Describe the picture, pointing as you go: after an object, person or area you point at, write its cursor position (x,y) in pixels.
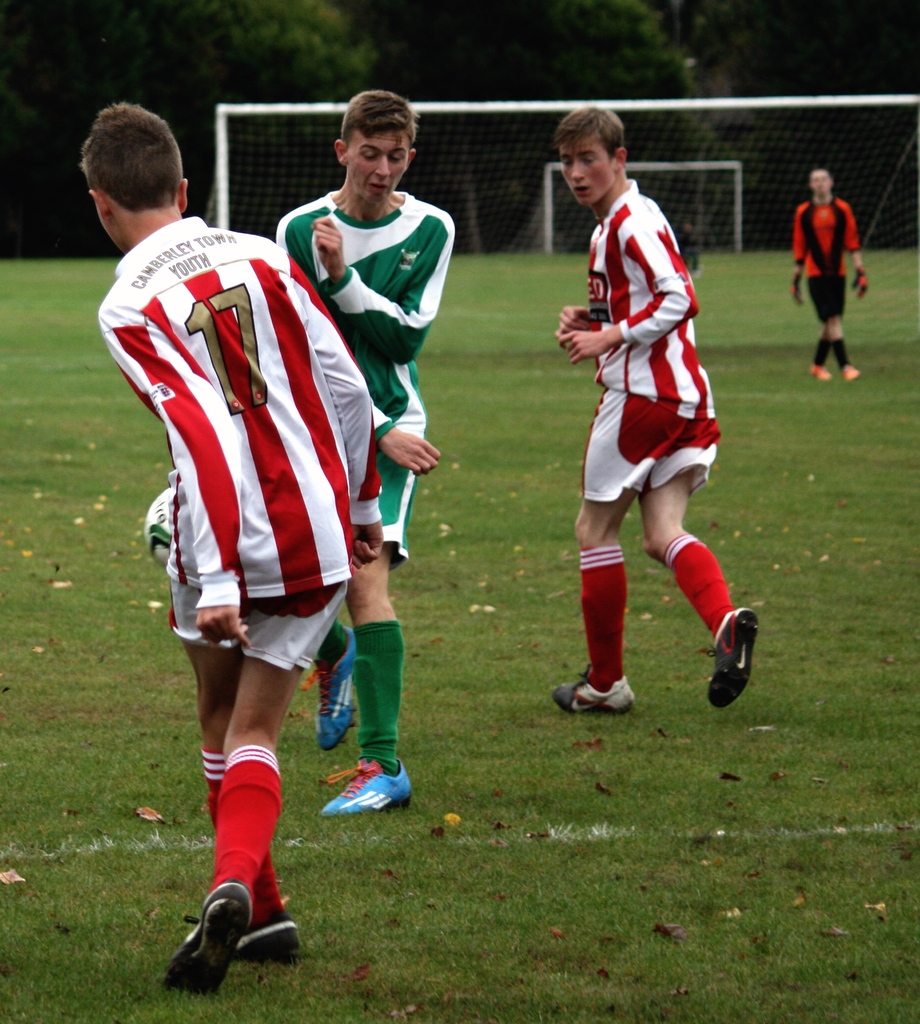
In this image, there are players (256,590) playing football on the ground (787,597), on which there are leaves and grass (72,555). In the background (774,222), there are two nets (666,157) arranged and there are trees (780,14).
